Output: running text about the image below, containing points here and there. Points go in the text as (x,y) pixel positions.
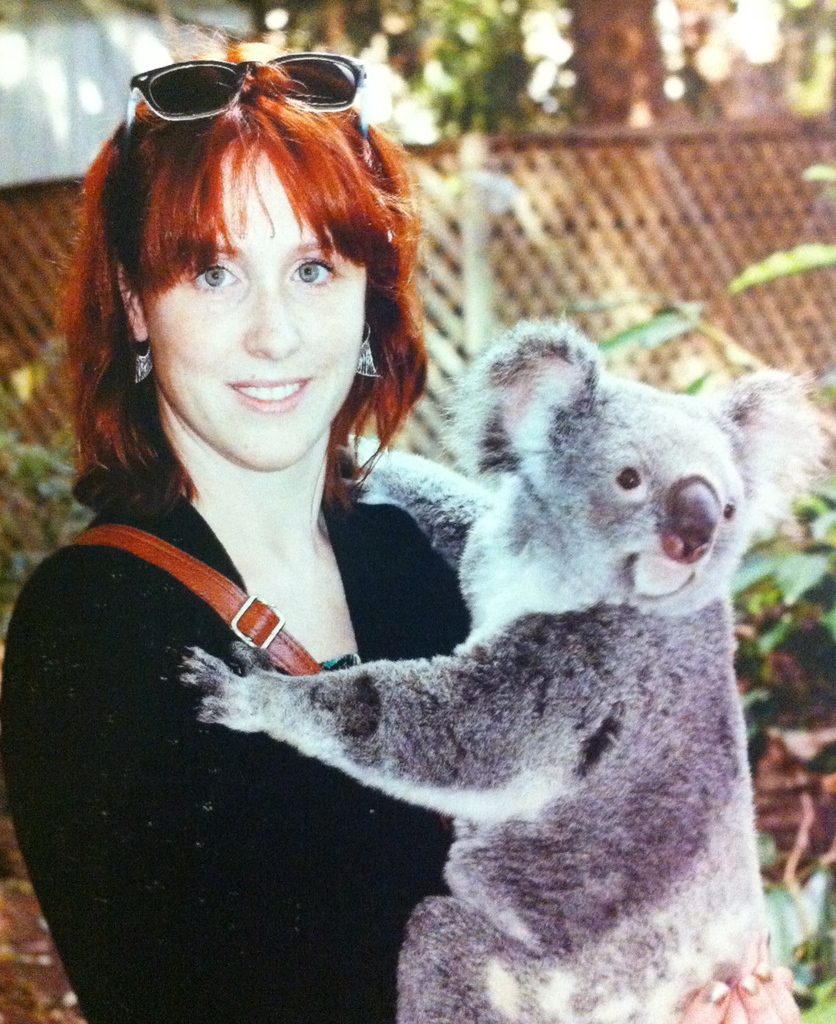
In this image in front (629,455) there is a person (693,997) holding an animal (591,549). Behind her there is a fence (575,218). There are plants (718,351).
